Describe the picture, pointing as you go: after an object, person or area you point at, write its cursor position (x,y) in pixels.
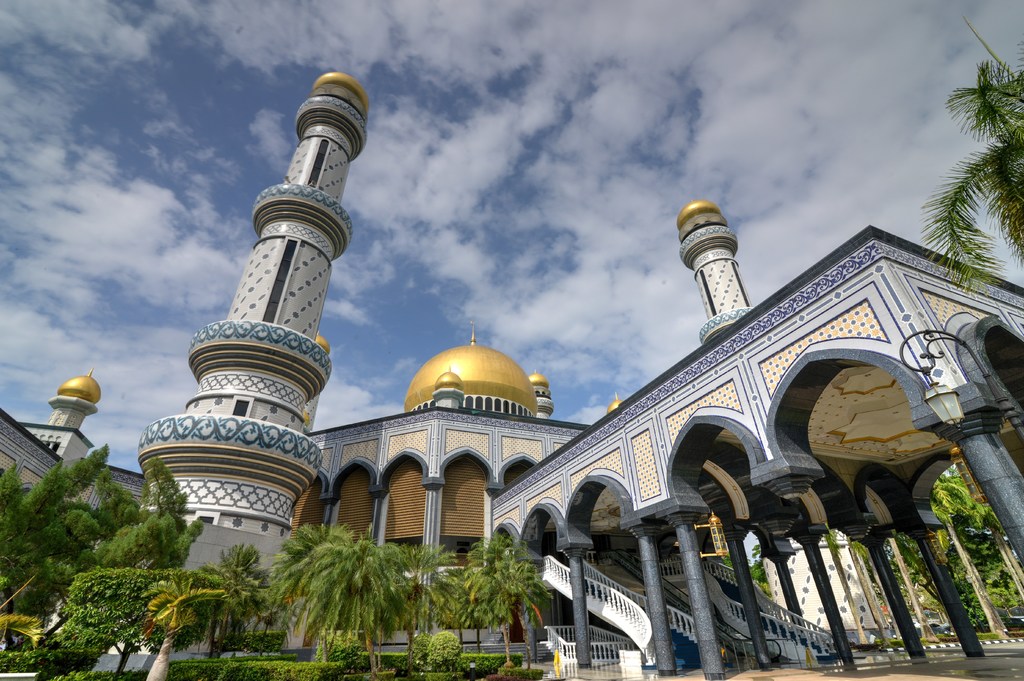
In this picture we can observe two pillars (297,348). We can observe gold color dome (455,383) on this building (468,469). There are some trees (91,595) in this picture. In the background (527,212) there is a sky (190,129) with clouds (488,101).
